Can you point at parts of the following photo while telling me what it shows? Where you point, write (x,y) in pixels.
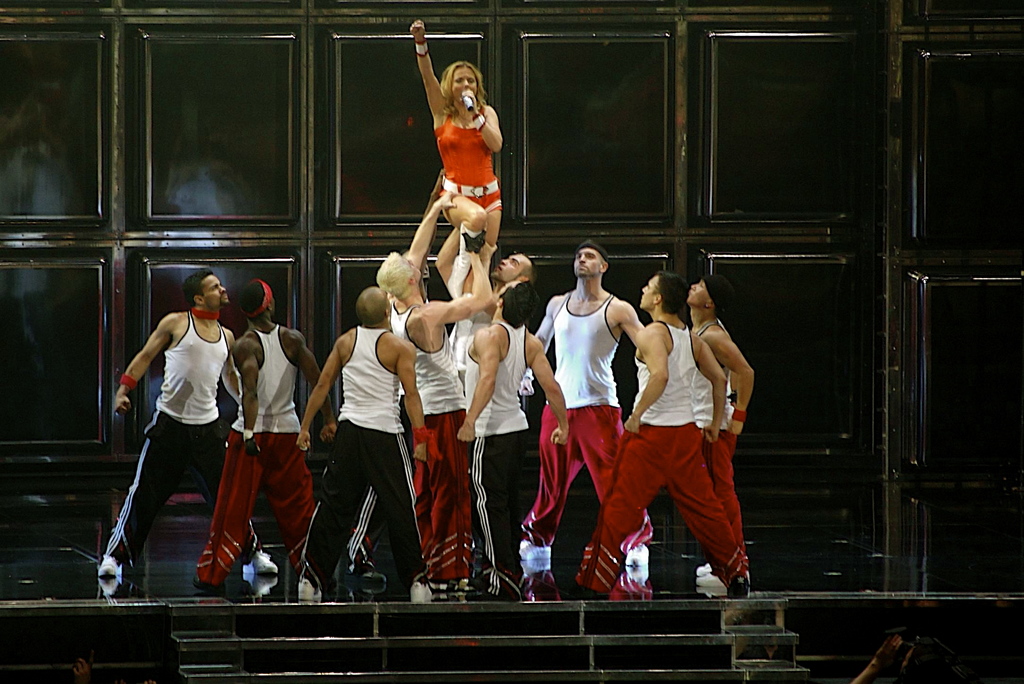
In this picture I can see that are a group of people (582,414) standing here and some of them are holding and lifting the woman (463,83), she is holding a microphone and singing and in the backdrop (209,171) there is a black color wall (123,223).
